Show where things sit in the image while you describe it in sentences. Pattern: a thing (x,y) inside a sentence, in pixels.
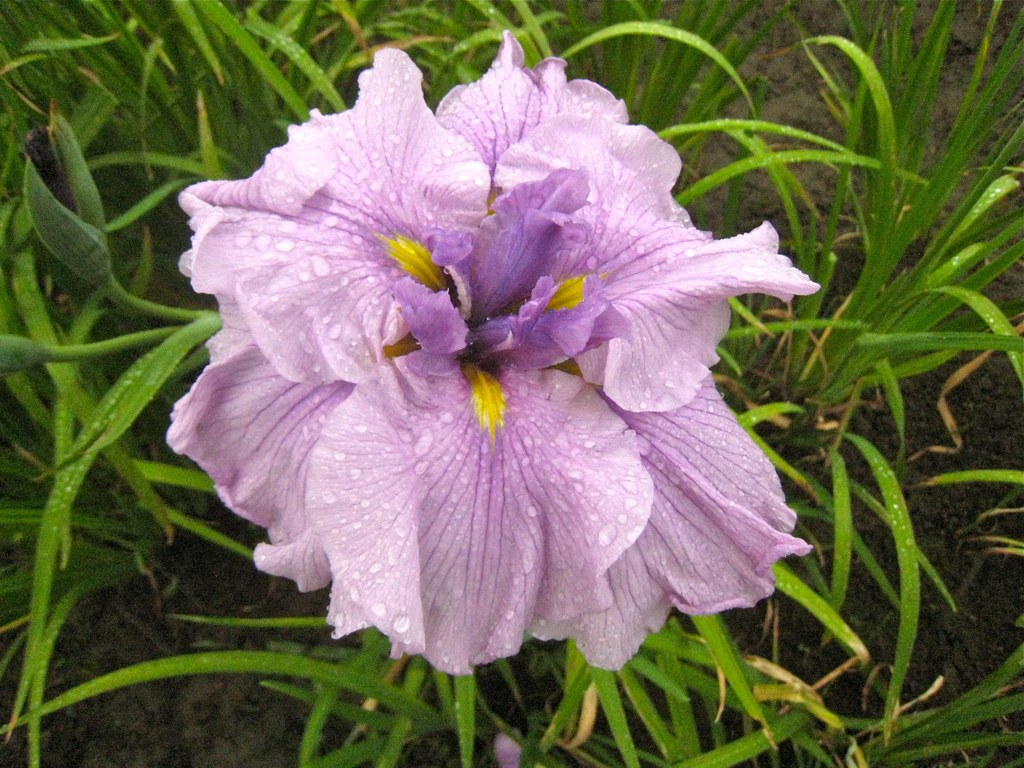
In this picture there is a purple color flower (427,445) on the plant (65,495) and there are other plants (396,735). At the bottom (160,721) there is ground (203,688).
